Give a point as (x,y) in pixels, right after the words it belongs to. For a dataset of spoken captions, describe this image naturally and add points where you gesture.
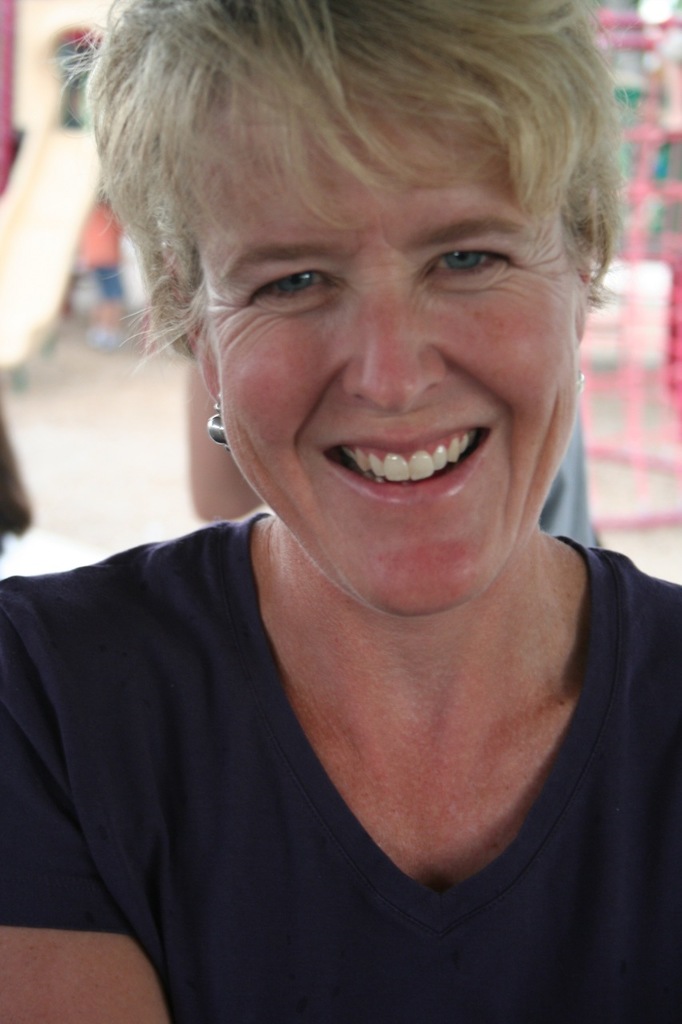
In this picture we can see a person (223,760) in the t shirt (281,792). Behind the person (287,542), there is a slide (44,182) and the blurred background (609,431).
